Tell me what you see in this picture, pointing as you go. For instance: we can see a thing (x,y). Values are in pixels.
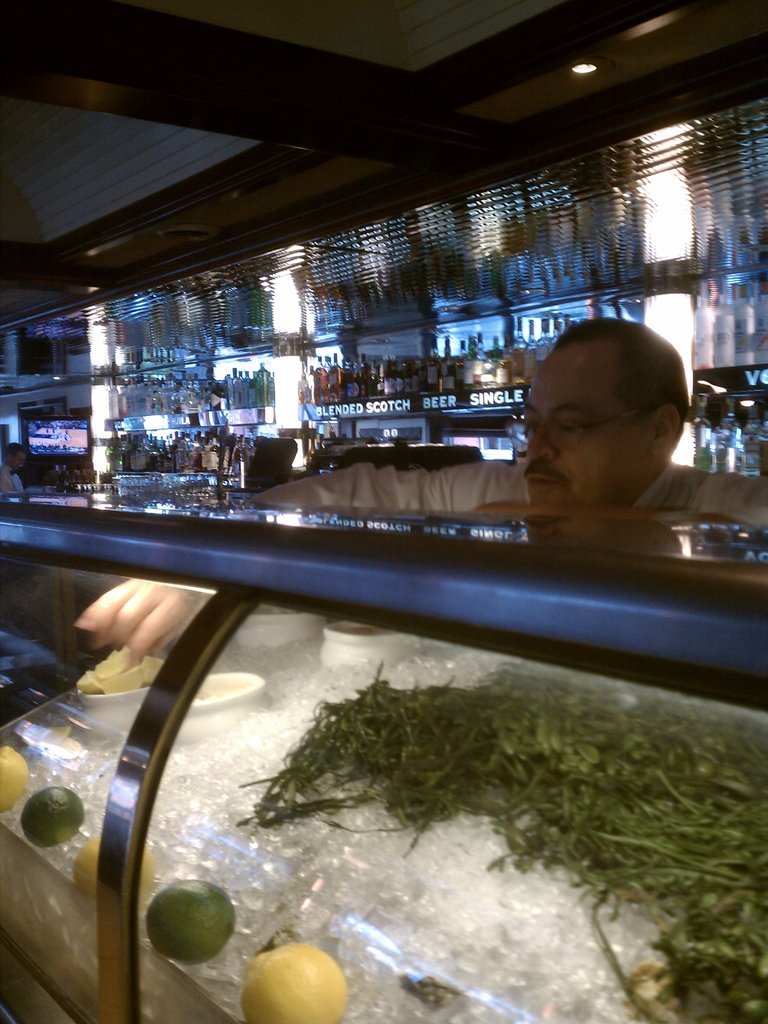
In this image there is one person (572,500) on the right side of this image (534,497) and there are some bottles (487,379) and some objects (238,482) are kept in a shelf (312,351) as we can see on the top of this image (482,296). There are some food items (177,909) are kept in the bottom of this image (510,777).
